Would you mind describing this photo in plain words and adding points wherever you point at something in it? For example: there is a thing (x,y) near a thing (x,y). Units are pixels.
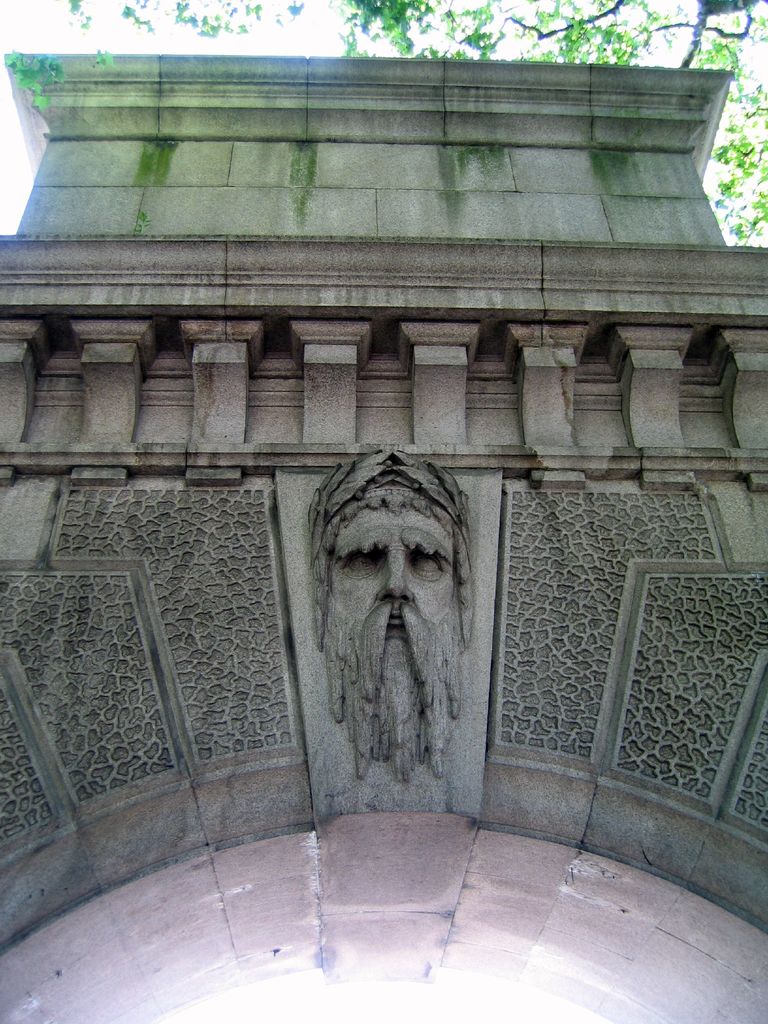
In this image in the center (420,582) there is a sculpture (420,655) and in the background (519,241) it looks like a wall (495,213), at the top of the image (700,57) there are trees (748,170).
